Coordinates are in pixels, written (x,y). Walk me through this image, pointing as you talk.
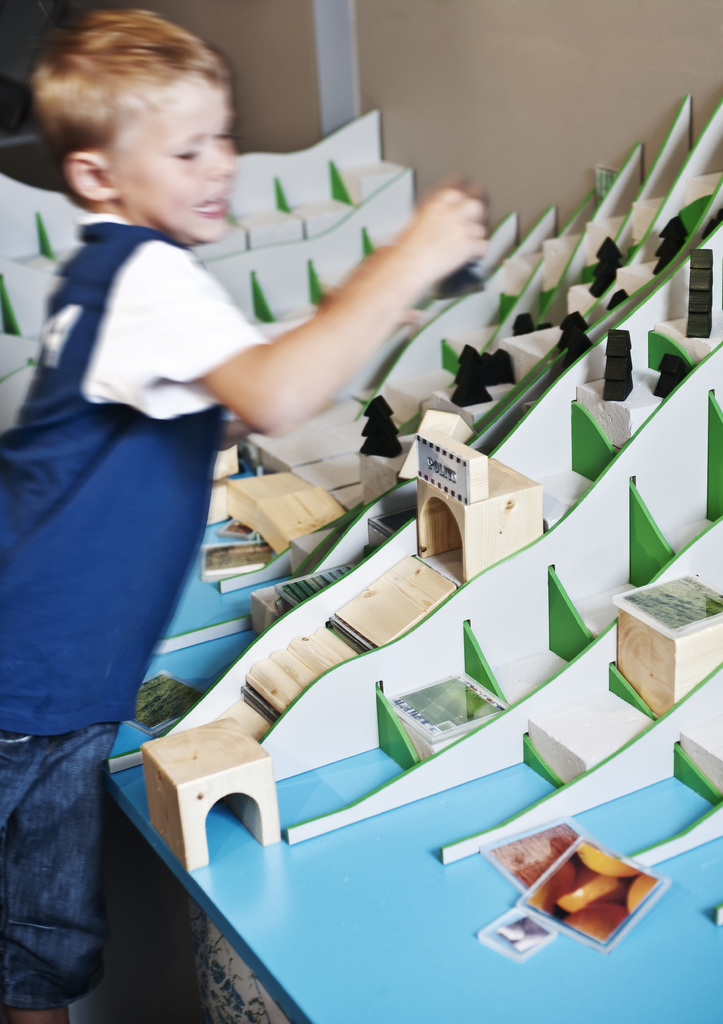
In the image I can see a kid (143,618) standing in front of the table (125,730) on which there are some things (375,425) placed.
